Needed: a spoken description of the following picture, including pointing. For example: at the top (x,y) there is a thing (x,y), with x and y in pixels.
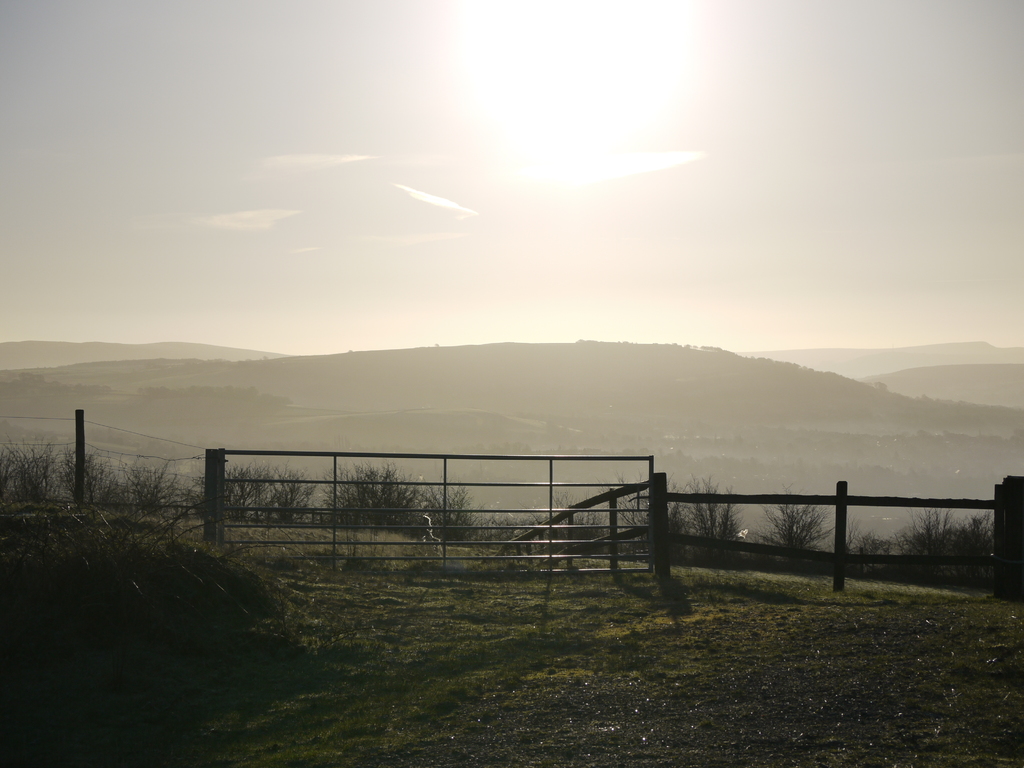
In this picture we can see a fence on the ground (578,718) and in the background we can see grass (536,685), trees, sky (854,2).
